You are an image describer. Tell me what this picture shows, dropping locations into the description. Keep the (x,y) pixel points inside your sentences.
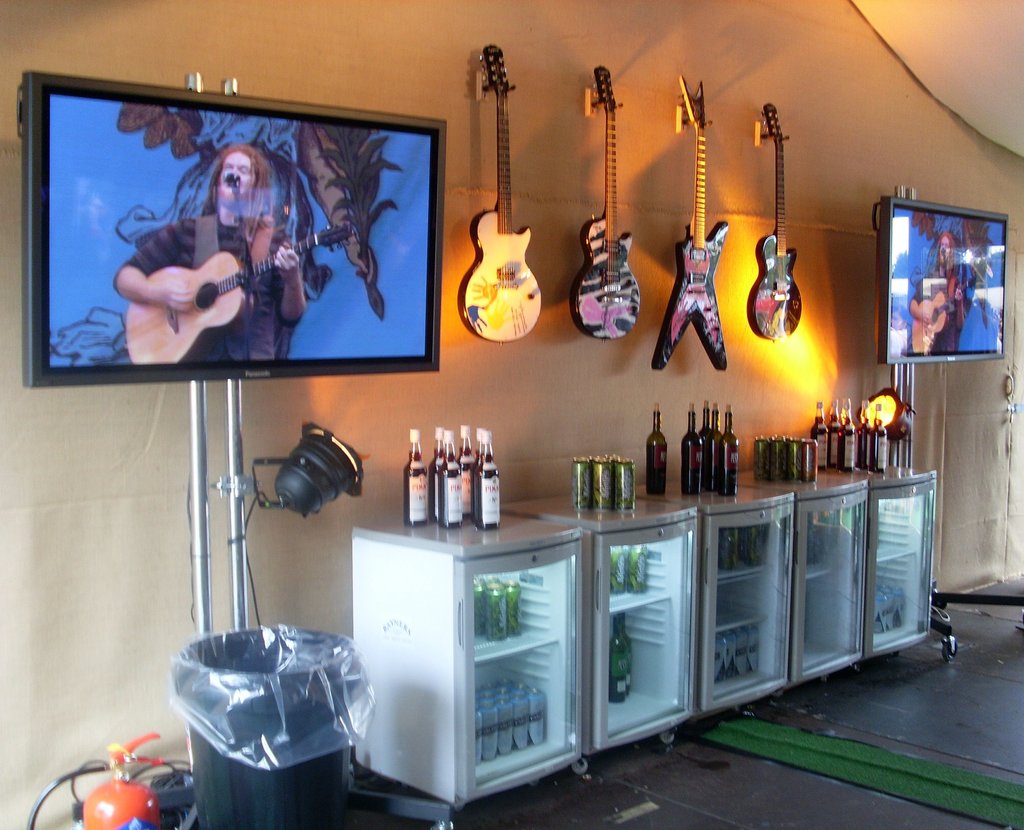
In this picture we can see two screens (405,334). In this screen (227,261) there is a person (261,251) standing and playing a guitar (208,282). These are the guitars (755,298). There is a wall (890,160), and this is the floor (921,697). Here we can see some bottles (536,709) in the refrigerator (582,604). This is the bin (299,730).
